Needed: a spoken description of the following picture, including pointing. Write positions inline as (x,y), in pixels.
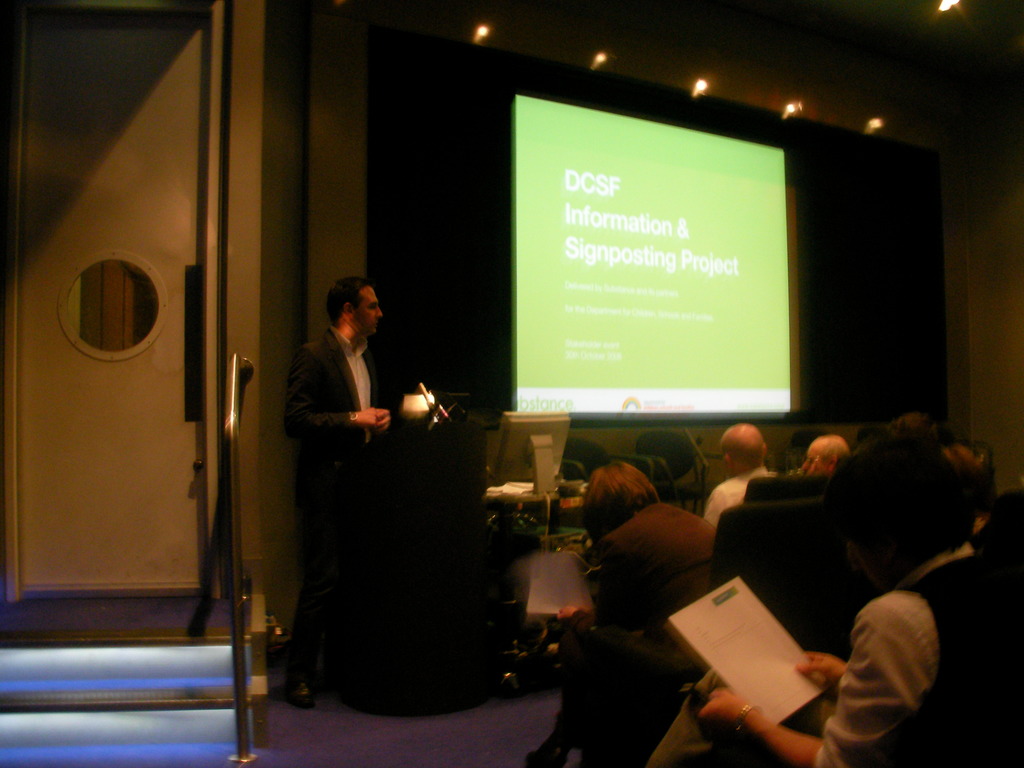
In this picture there are few persons (885,535) sitting in chairs (747,525) in the right corner (851,551) and there is a person (368,319) standing in front of them and there is a desktop (544,448) beside him and there is a projected image (595,249) in the background (516,188) and there is a door (152,285) in the left corner (157,282).
